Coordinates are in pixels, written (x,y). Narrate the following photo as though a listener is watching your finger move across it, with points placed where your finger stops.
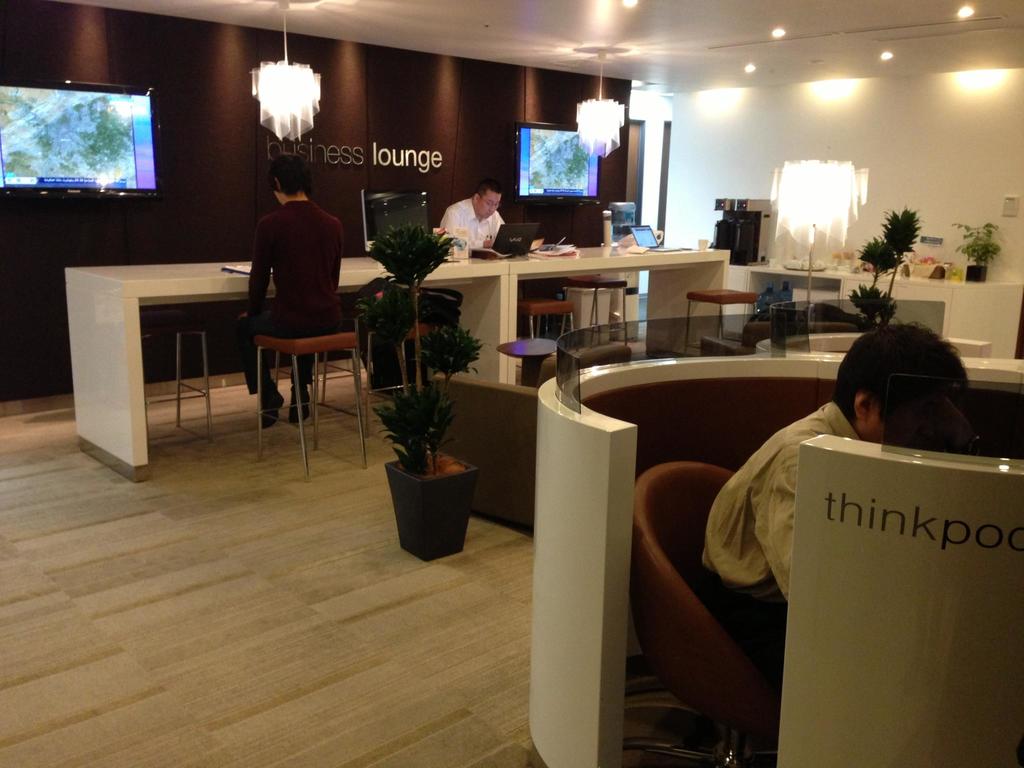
this picture shows three people (765,473) seated on the chairs (679,517) and working on the laptops (512,253) and we see plants (445,362), couple of lights (292,95) and couple of televisions (549,129) on the wall (461,128).
